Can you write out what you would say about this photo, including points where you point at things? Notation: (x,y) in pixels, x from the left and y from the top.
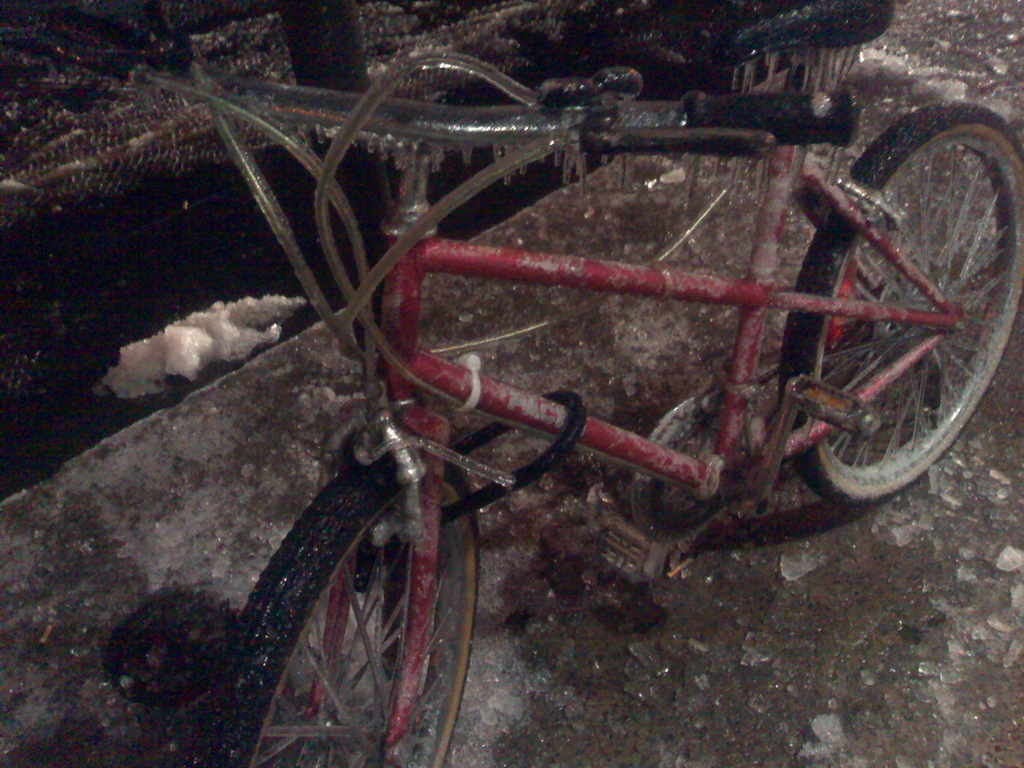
This image consist of a bicycle (680,291) which is in the center (642,426) on the ground (612,385).
